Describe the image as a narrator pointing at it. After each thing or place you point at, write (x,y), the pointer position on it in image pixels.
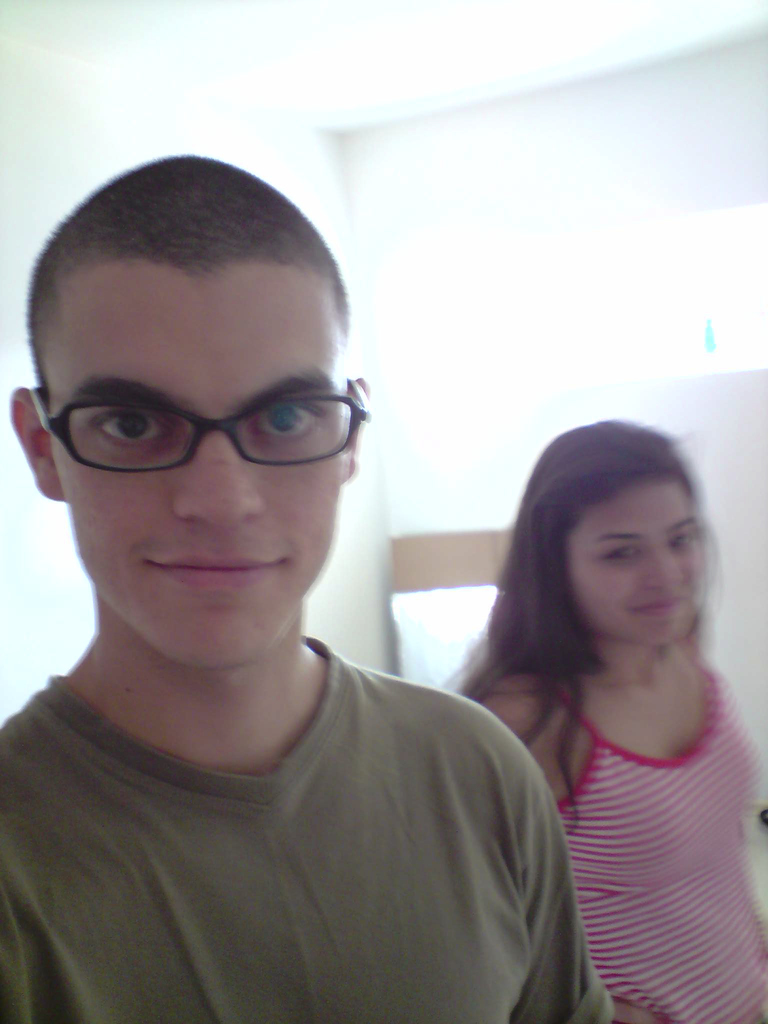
On the left side (214,604) there is a man (210,743) wearing specs (93,430). On the right side (694,646) there is a woman (665,763). In the background (449,100) it is white.
